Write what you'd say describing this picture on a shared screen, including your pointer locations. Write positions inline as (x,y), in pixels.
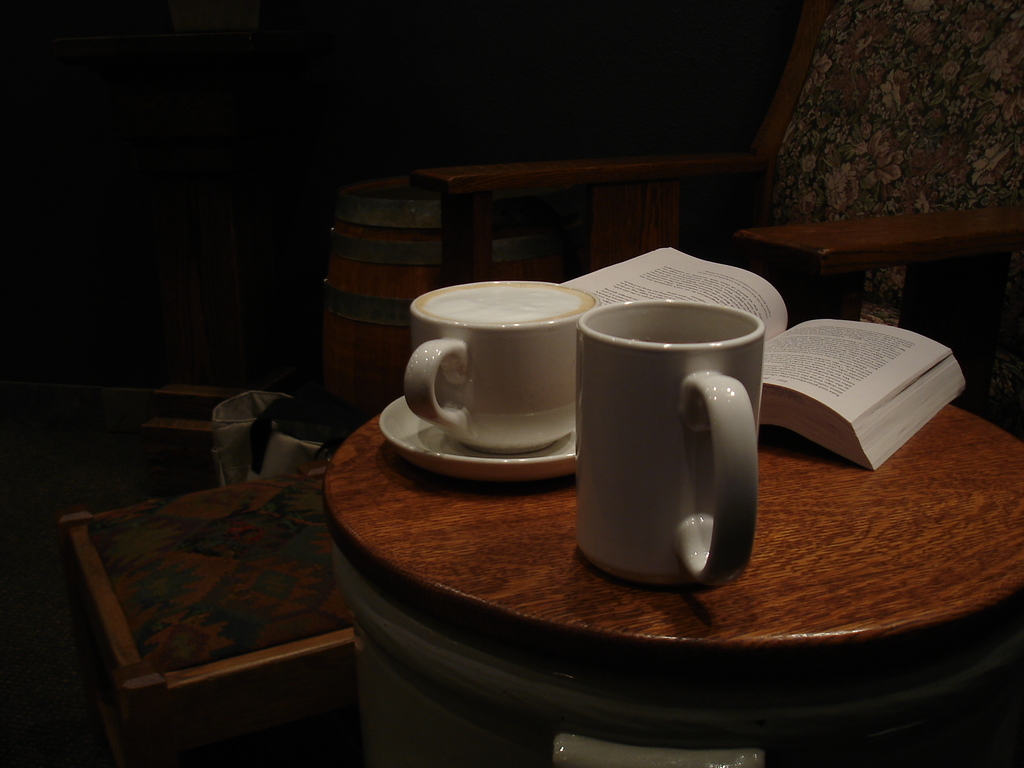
This image consists of a table (756,526) and a stool (191,576). There is a chair (821,170) on the right side (903,170) top corner. On the table (754,594) there are cup (492,368), saucer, book (811,426).
